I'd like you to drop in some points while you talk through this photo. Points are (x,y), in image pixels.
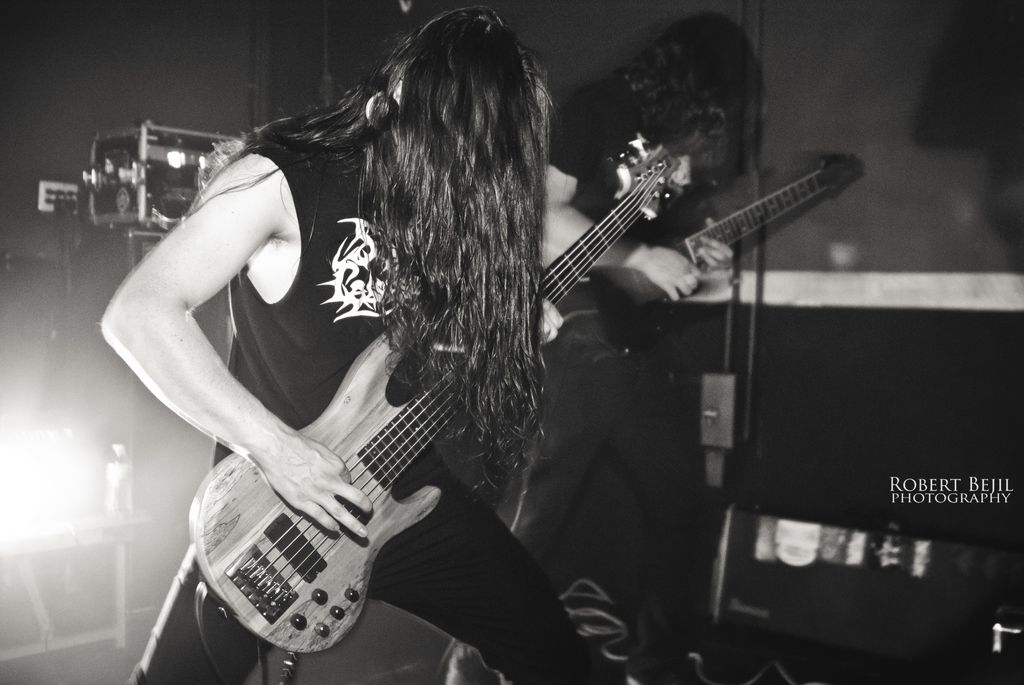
In this image two persons (341,205) are standing by covering their faces (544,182) with the long hair (652,64) is holding guitar (633,178) and left side (5,404) there is a light (98,455).
